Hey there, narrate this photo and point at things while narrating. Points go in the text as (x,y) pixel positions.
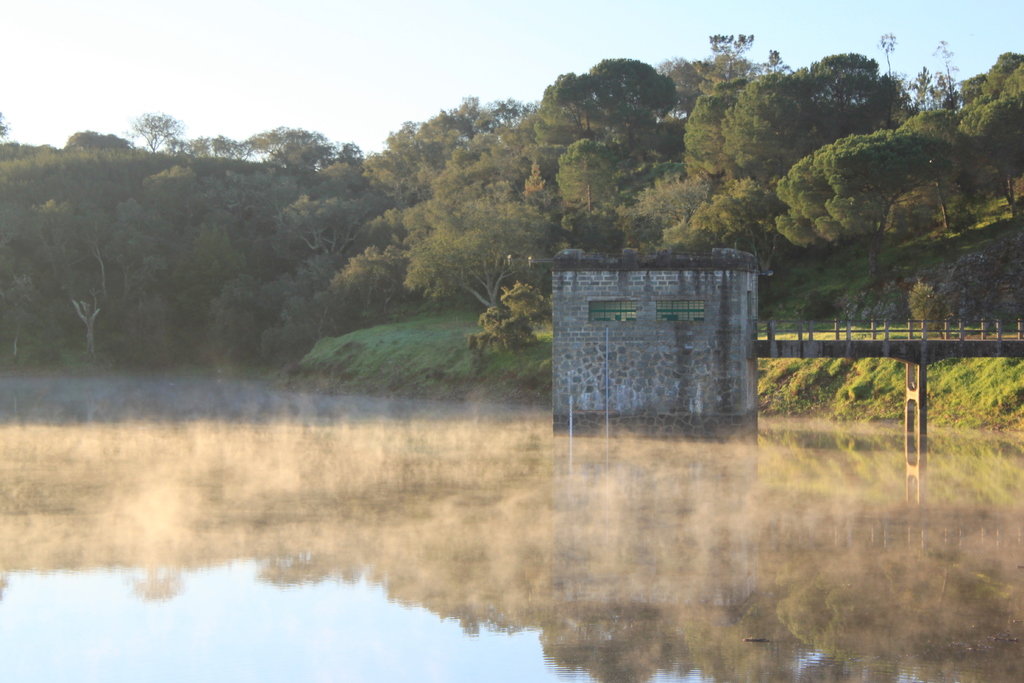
In this image we can see bridge (847,335), building (700,347), water (426,485), trees (388,224) and sky (312,44).
